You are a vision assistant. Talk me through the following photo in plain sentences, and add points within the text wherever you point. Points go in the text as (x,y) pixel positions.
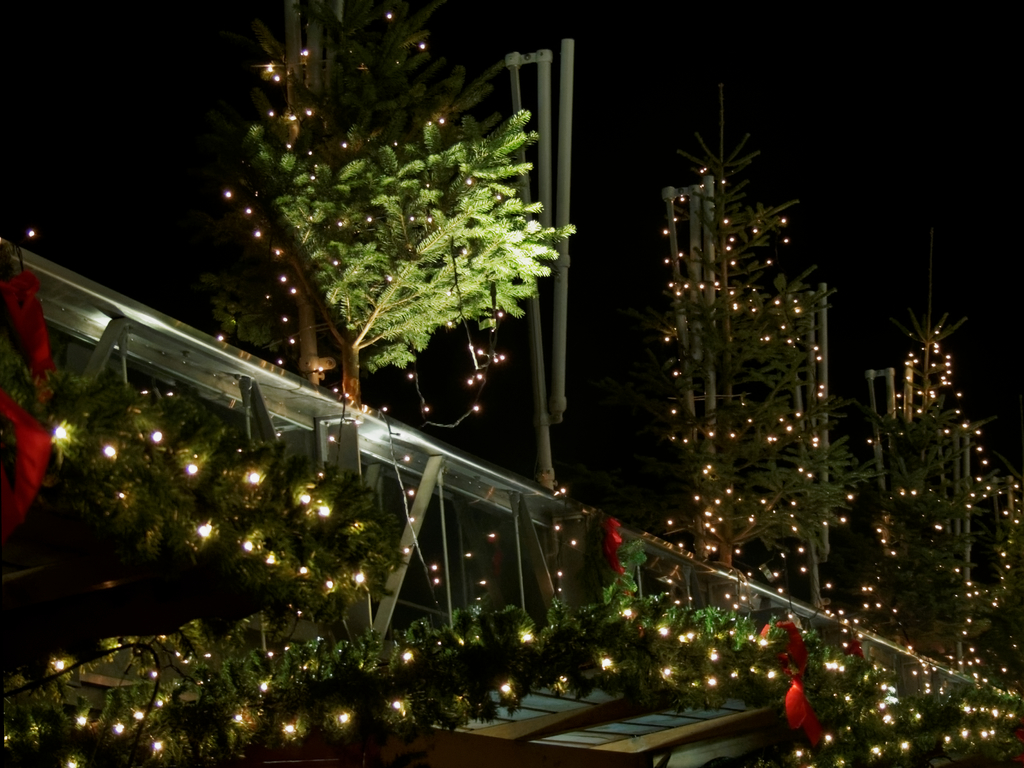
In this picture we can see some fencing (112,330), lights (967,730) and plants (742,348). There is a wooden object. We can see a red color cloth (37,436) on the left side (37,341).
